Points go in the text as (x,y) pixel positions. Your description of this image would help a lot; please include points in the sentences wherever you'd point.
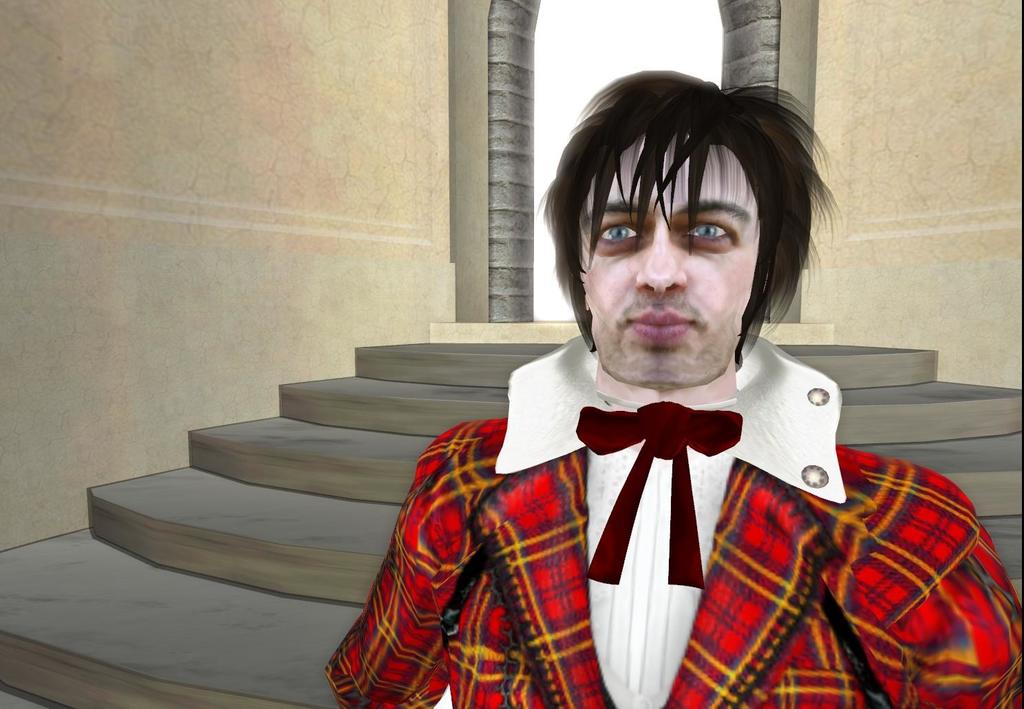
In this image we can see animated picture of a person (703,537) who is wearing white and red color dress (705,577) and in the background of the image (300,419) there are some stairs (345,385), door (591,46) and wall (943,210).
